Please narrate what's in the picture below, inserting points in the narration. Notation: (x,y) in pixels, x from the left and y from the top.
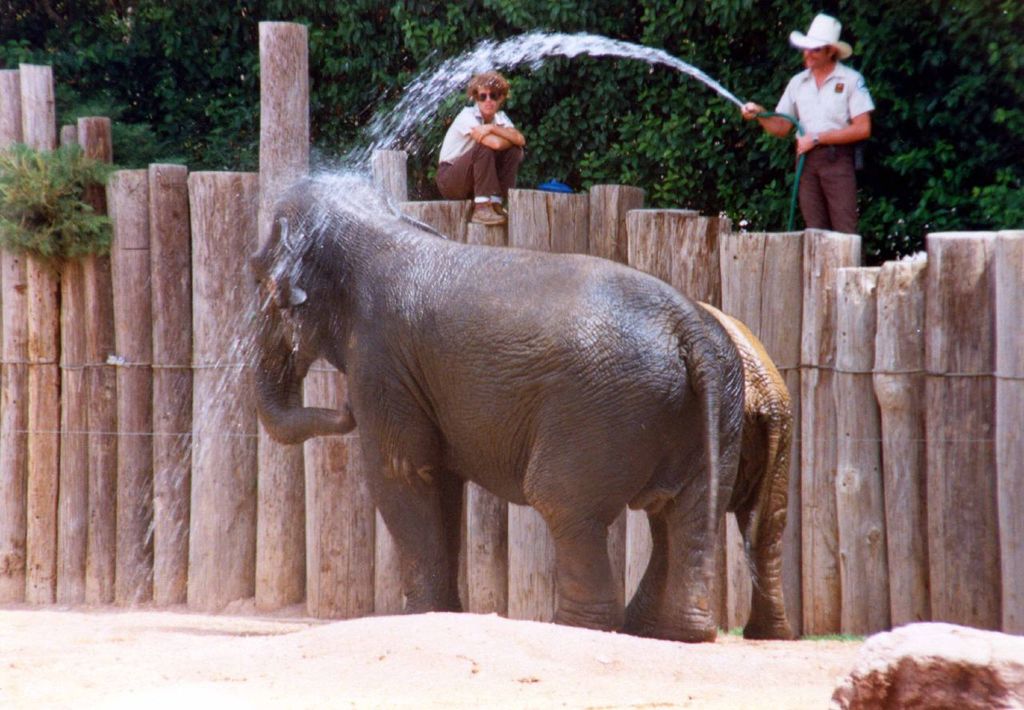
In this image two elephants (615,426) are standing on the land (654,654). A person (486,112) wearing goggles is sitting on the wooden trunks (528,218). A person (807,109) is standing behind the wooden trunks (810,356). He is holding a pipe (800,121) and throwing the water (356,198) on the elephants (413,256). He is wearing a hat (819,35). Behind him there are few trees (935,172). Right bottom there is a rock (1011,645) on the land (823,686).
